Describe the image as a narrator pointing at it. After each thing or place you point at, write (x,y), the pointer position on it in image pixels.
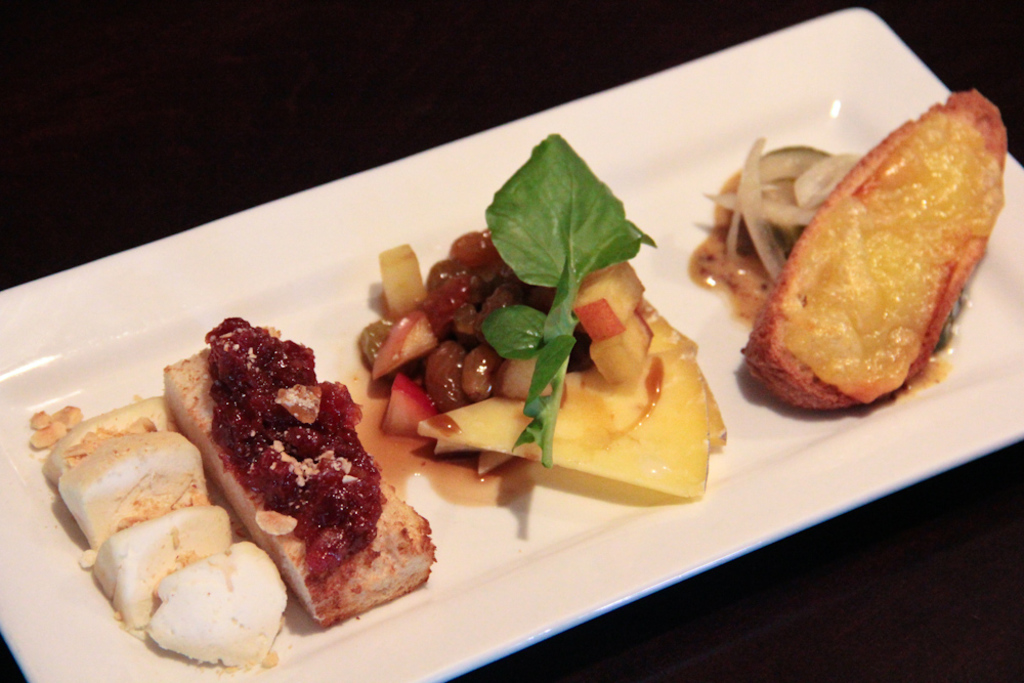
We can see tray (561,576) with food (885,240). In the background (958,62) it is dark.
